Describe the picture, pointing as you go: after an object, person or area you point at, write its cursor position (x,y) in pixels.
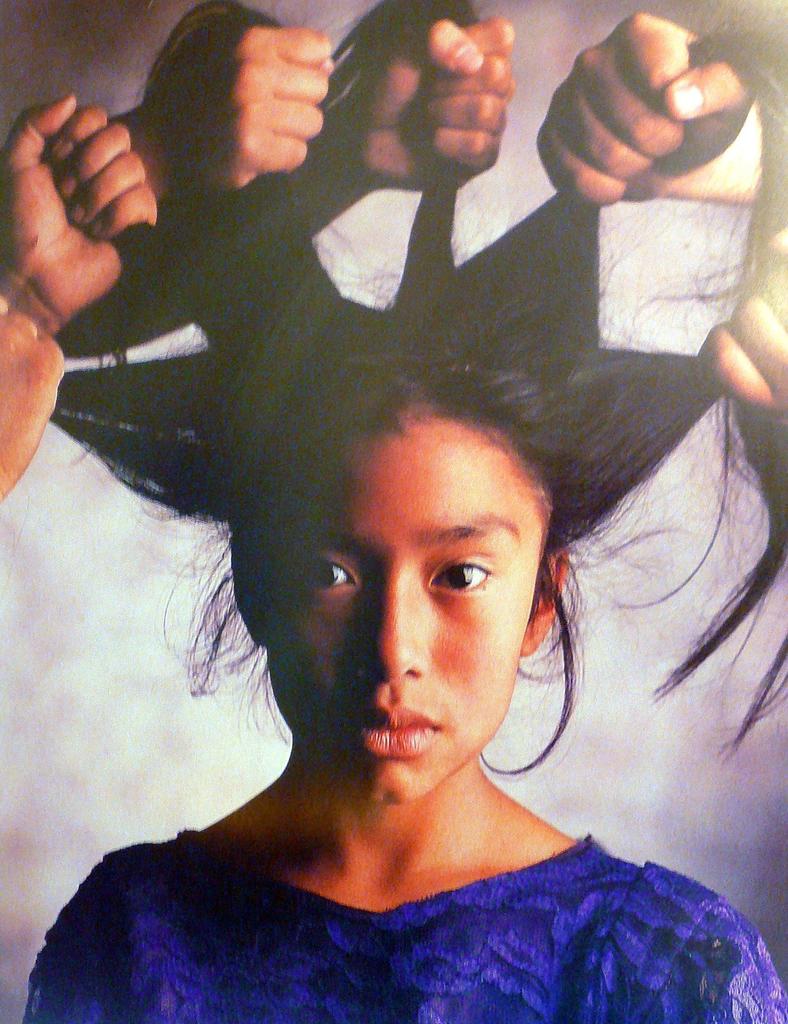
In this image, we can see a woman (350,951), we can see the hands (761,398) of the people (132,225) holding the hairs (196,163) of a woman (196,163).
